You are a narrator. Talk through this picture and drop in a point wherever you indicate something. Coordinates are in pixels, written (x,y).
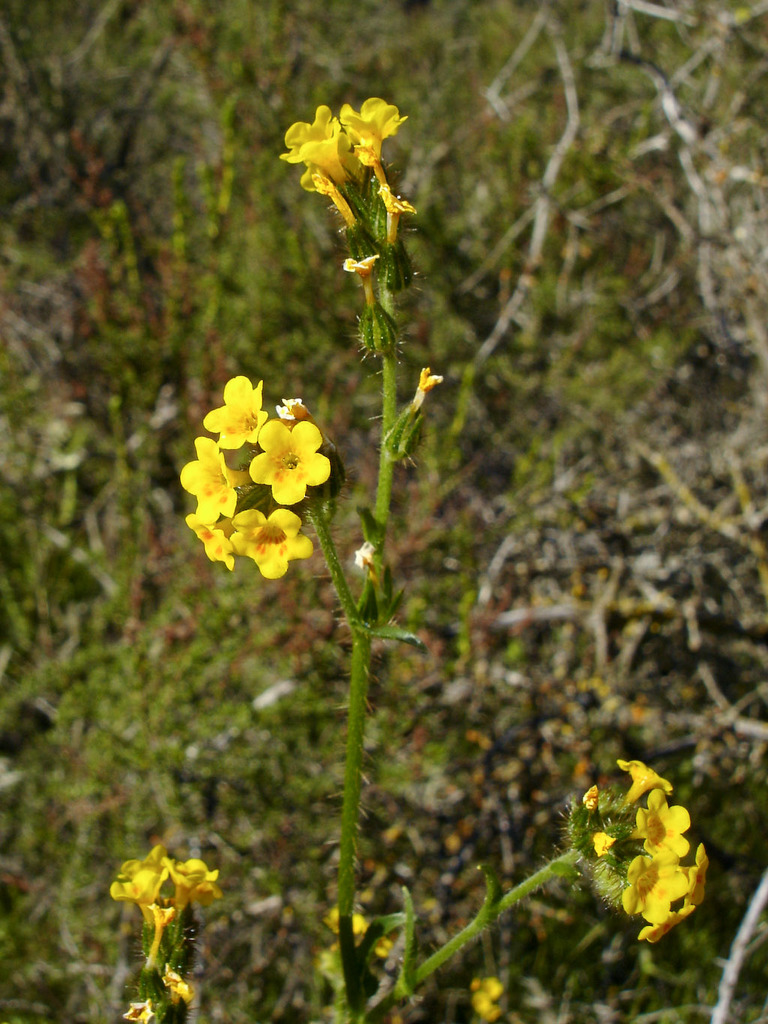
Here I can see a plant (372,574) along with the flowers (274,448) which are in yellow color and buds (387,351). In the background (152,585) there are some more plants (118,323) in green color.
